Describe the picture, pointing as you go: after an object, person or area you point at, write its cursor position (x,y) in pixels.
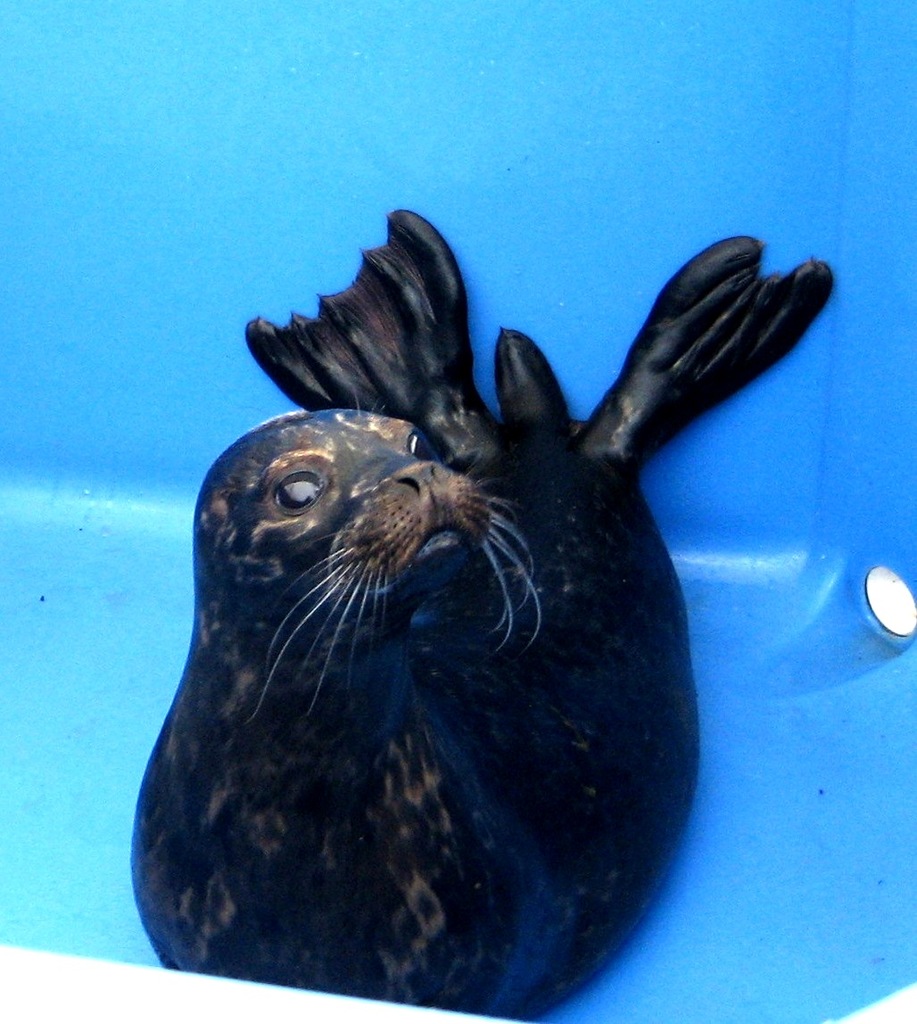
In this image we can see the seal (381,643).
